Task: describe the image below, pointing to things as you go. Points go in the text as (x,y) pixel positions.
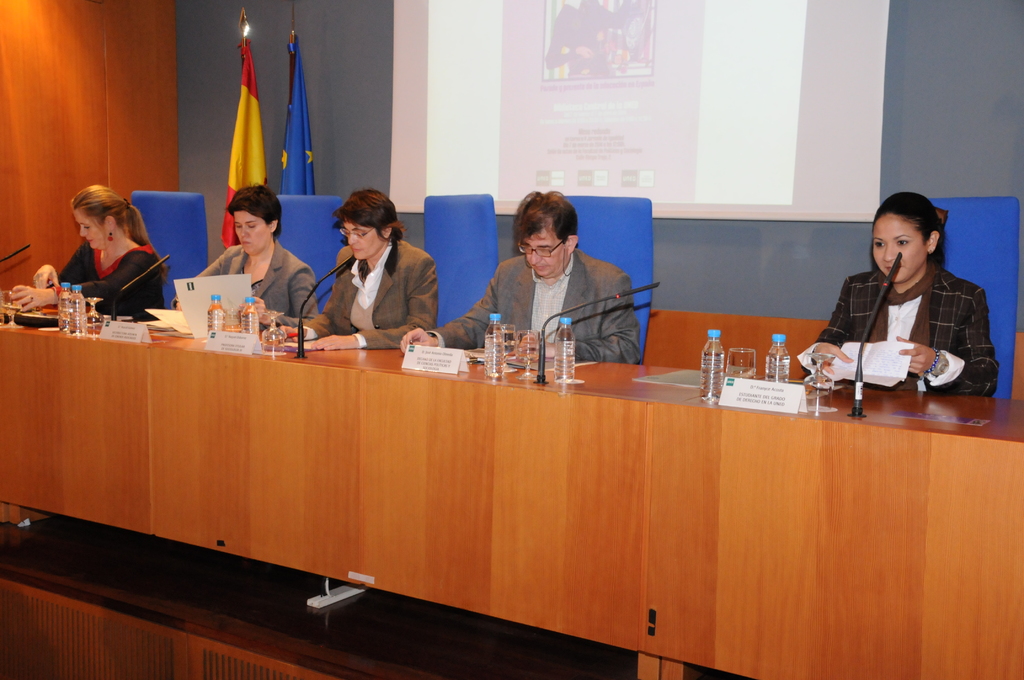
this picture shows few people (940,241) seated on the chairs (1001,253) and we see few water bottles (495,322), glasses (748,356), and micro phones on the table (81,362) and we see two flags (292,184) on the side.
